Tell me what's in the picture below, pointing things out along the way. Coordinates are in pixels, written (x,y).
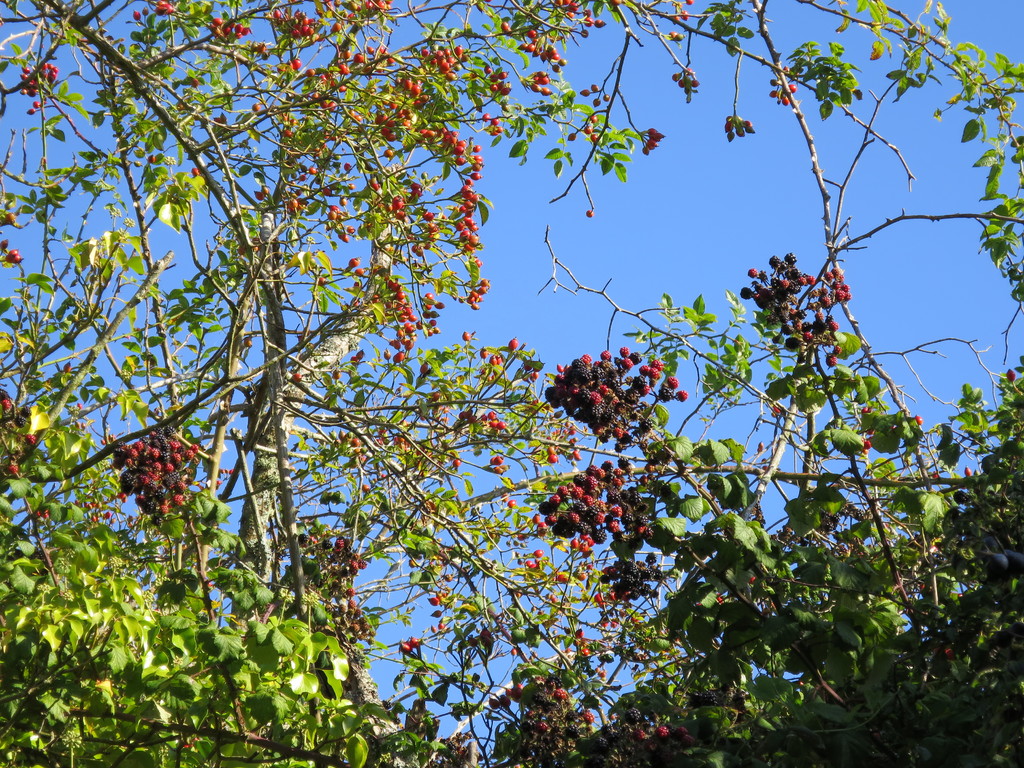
In this picture I can see trees (842,352) with fruits (618,394), and in the background (583,260) there is the sky (542,283).
